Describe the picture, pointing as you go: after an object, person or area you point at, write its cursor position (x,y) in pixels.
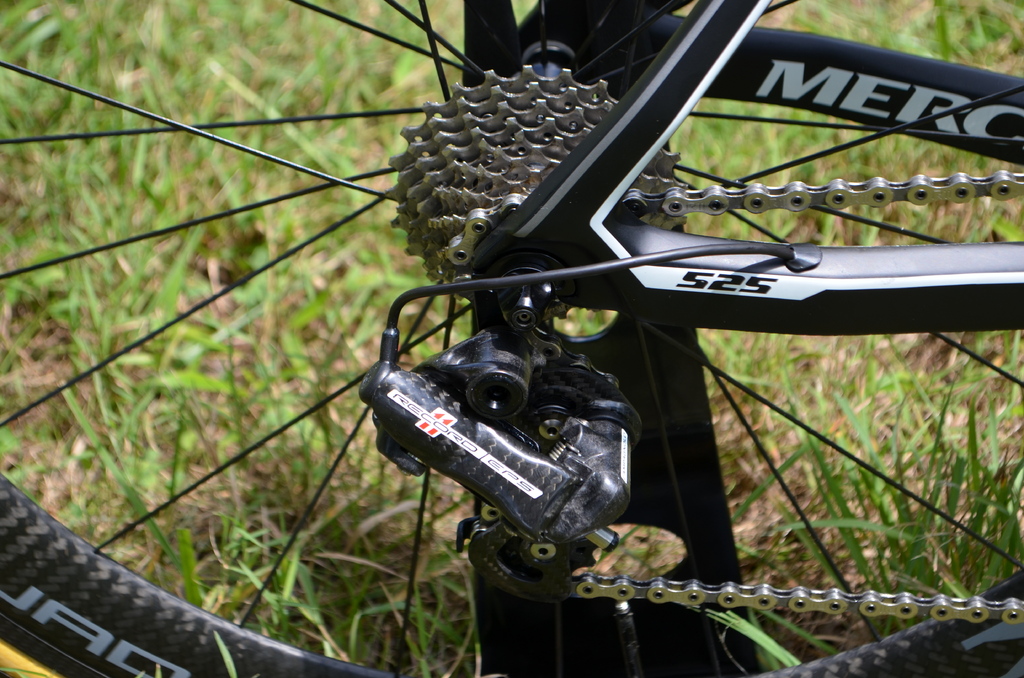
In the image there is a wheel (97,676) of a cycle (557,288) and behind the wheel (73,656) there is grass (285,133).
